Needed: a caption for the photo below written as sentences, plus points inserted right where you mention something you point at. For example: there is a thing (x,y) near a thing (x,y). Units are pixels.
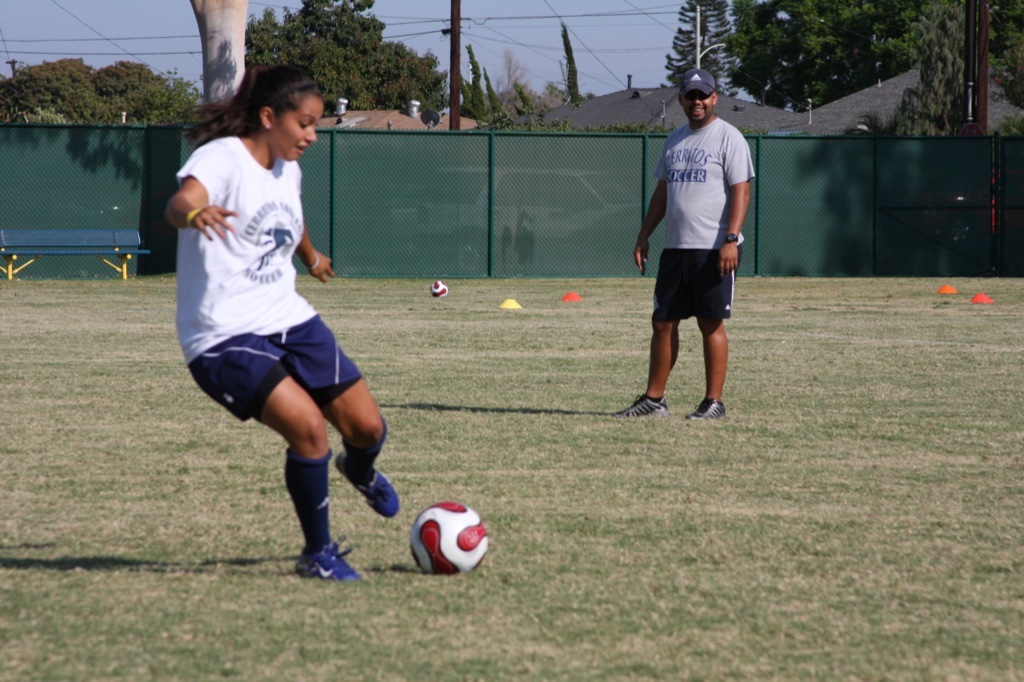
This picture might be taken inside a playground (816,556). In this image, on the left side (280,143), we can see a woman (380,446) playing a football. On the right side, we can see a man (670,337) standing. In the background (349,263), we can see a net fence (360,259), trees (798,89), houses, electrical wires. On the top (590,11), we can see a sky (600,56), at the bottom (765,473), we can see football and a grass (940,388).
